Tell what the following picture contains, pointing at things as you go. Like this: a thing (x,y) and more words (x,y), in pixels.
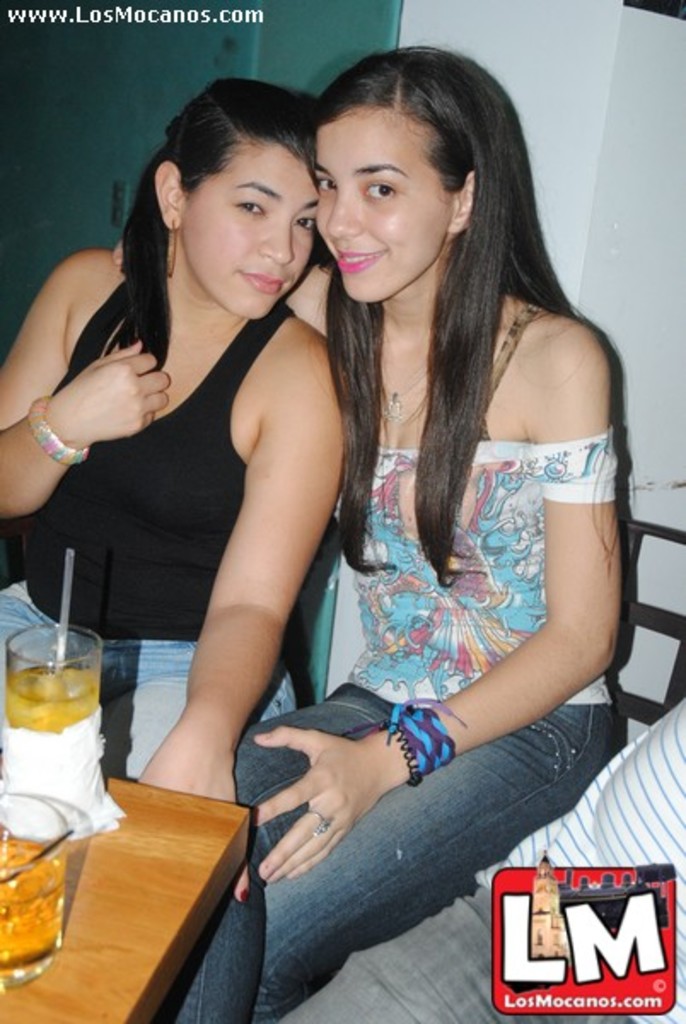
This image consists of two ladies (312,549). They are sitting. There is a table (118,858) in front of them. On that table (90,881) there are glasses (49,885). It is in the bottom left corner (68,858).
